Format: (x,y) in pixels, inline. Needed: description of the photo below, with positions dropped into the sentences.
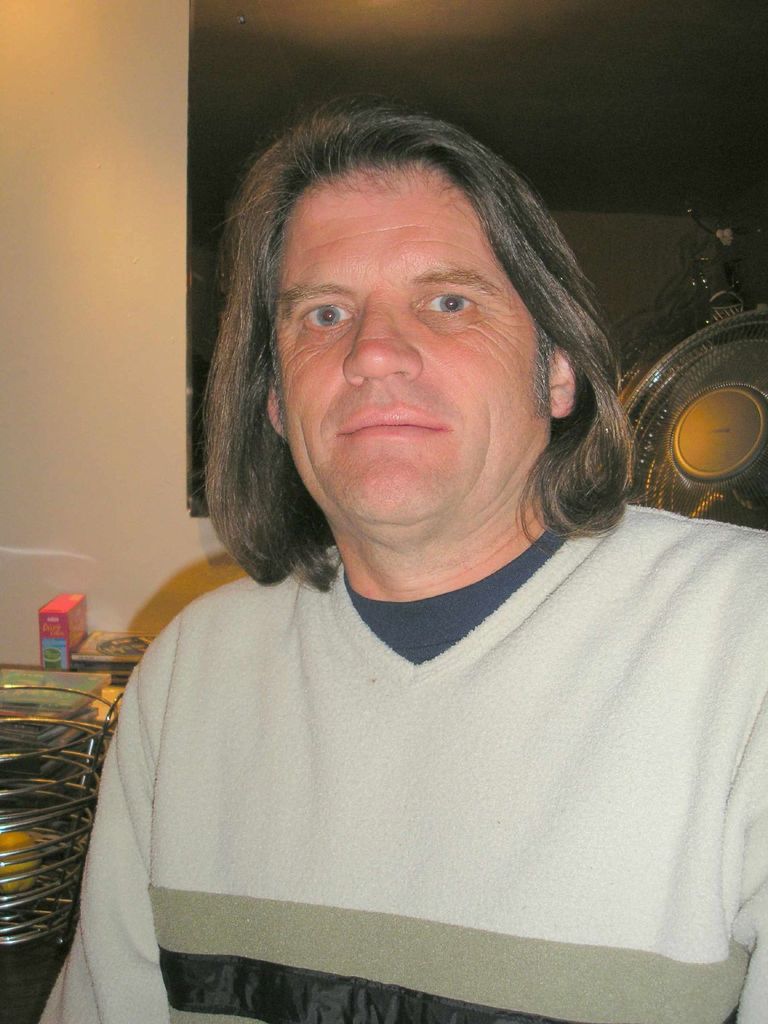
In this image I see a man (569,446) who is wearing t-shirt (606,560) which is of white, grey and black in color and I see the wall (145,458) which is of cream in color and I see few things (116,671) over here and it is a bit dark over here and I see a thing (665,437) over here.
